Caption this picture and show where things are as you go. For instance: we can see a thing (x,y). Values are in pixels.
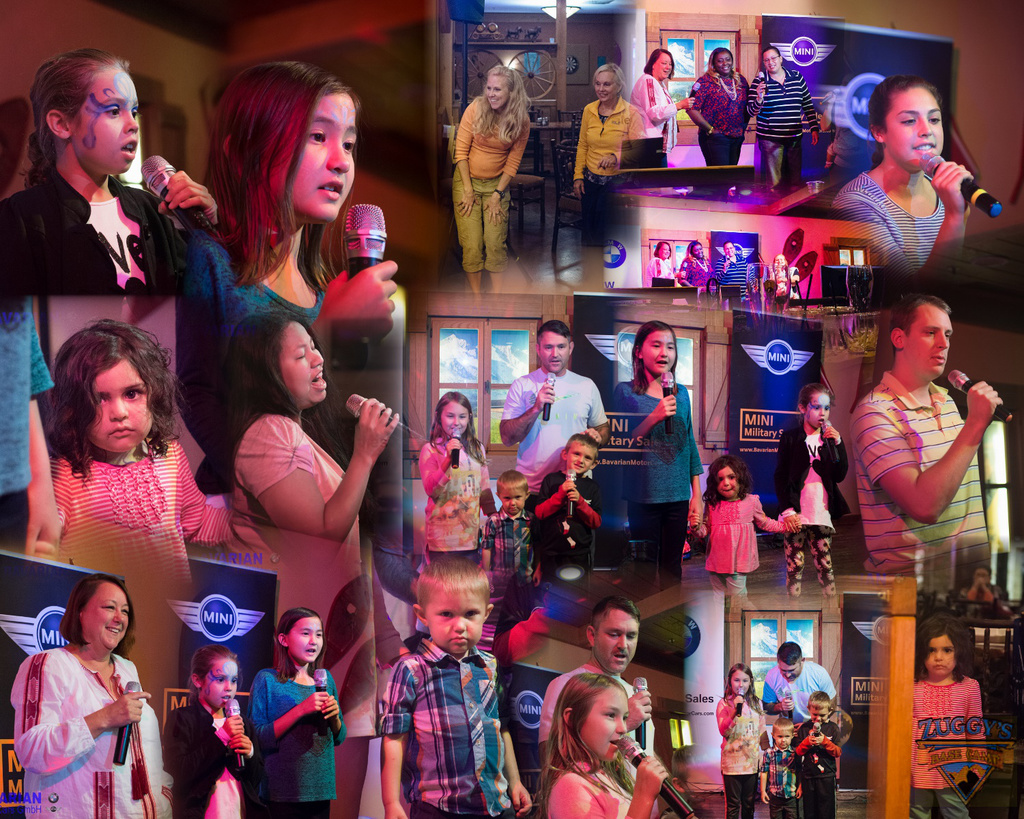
In this image we can see many people (558,490). There is a collage image. There are many people (659,407) holding the microphone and speaking into it. There are few advertising boards (740,455) in the image.
